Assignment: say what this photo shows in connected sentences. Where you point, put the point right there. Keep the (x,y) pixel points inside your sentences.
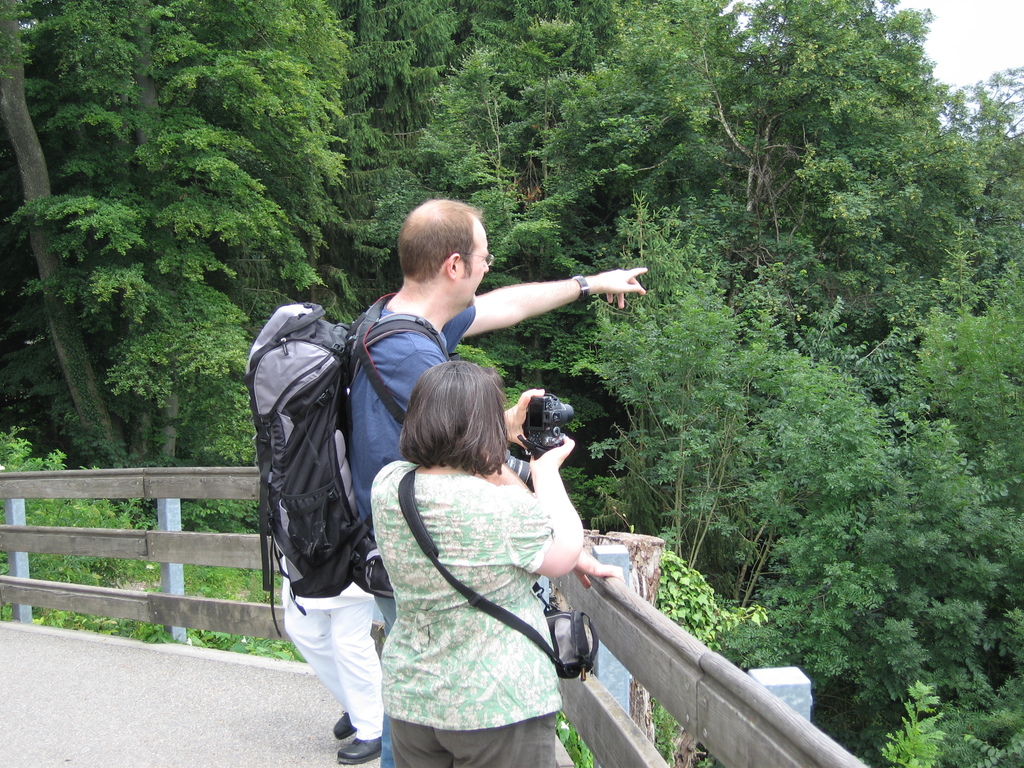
In the foreground of this image (476,550), there is a woman (499,643) wearing a bag (532,641) and holding a camera (536,440). Behind her, there is a man (396,354) wearing backpack (303,359) and also a person (341,647) are standing near a railing (681,702). In the background (765,146), there are trees (907,58) and the sky (941,39).
